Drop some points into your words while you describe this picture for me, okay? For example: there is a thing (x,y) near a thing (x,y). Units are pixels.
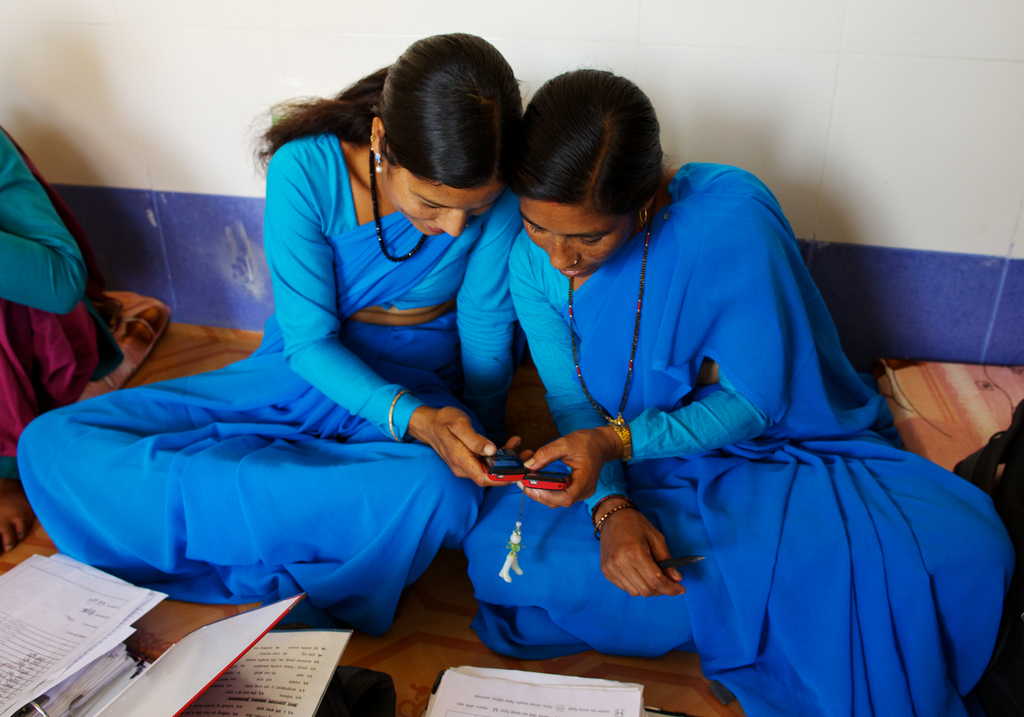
In the picture we can see two women (991,631) are sitting together and holding the mobile phones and in front of them, we can see some books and papers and in the background (948,45) we can see the wall (948,45).
